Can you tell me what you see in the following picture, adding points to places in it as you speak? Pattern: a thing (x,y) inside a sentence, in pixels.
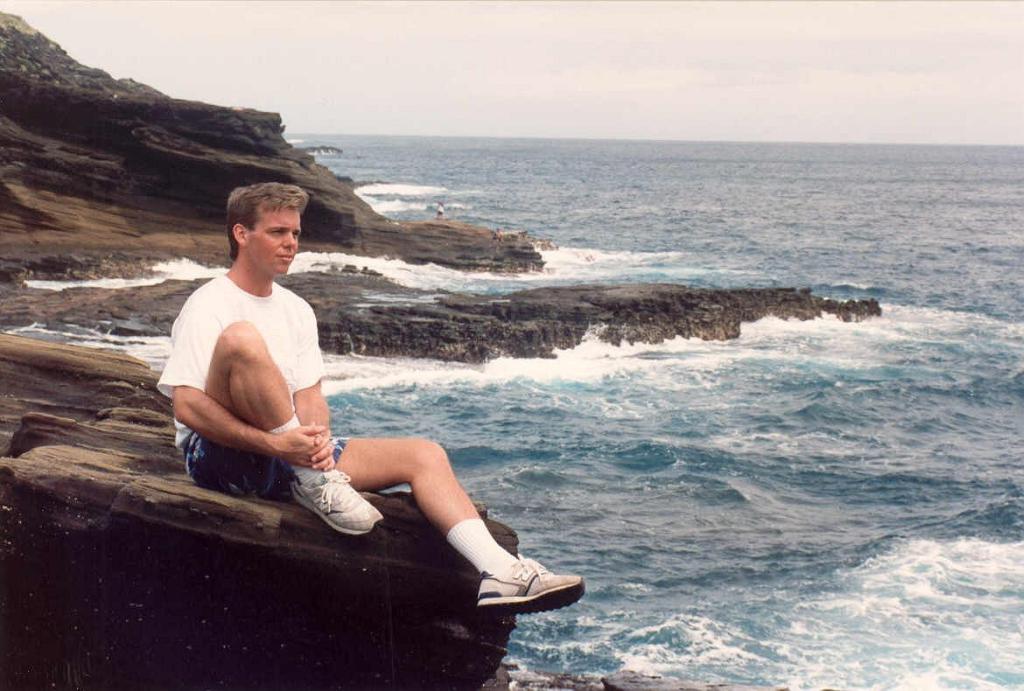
In this image I can see the person (262,321) with white and blue color dress (283,477). I can see the person (242,414) sitting on the rock (220,509). In-front of the person (220,416) I can see the water (731,450). In the background (610,2) I can see the sky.
